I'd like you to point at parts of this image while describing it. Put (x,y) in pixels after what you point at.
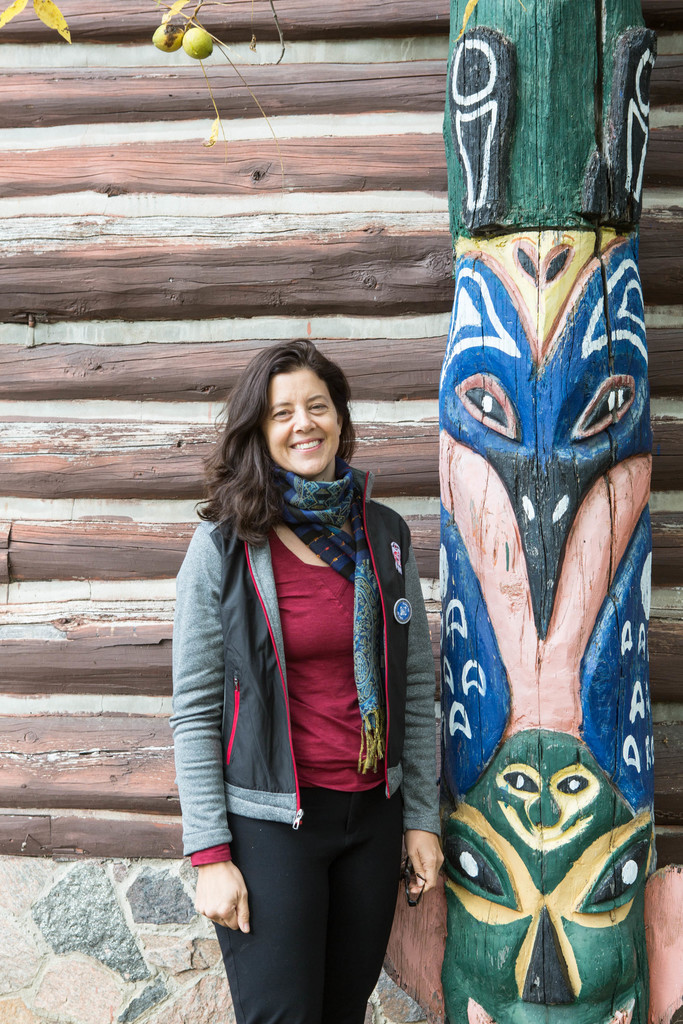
In the middle of the image (291,396) a woman (289,404) is standing and smiling. Beside her we can see a painting (443,458) on a wooden board (568,244). Behind her we can see a wall (388,79).
